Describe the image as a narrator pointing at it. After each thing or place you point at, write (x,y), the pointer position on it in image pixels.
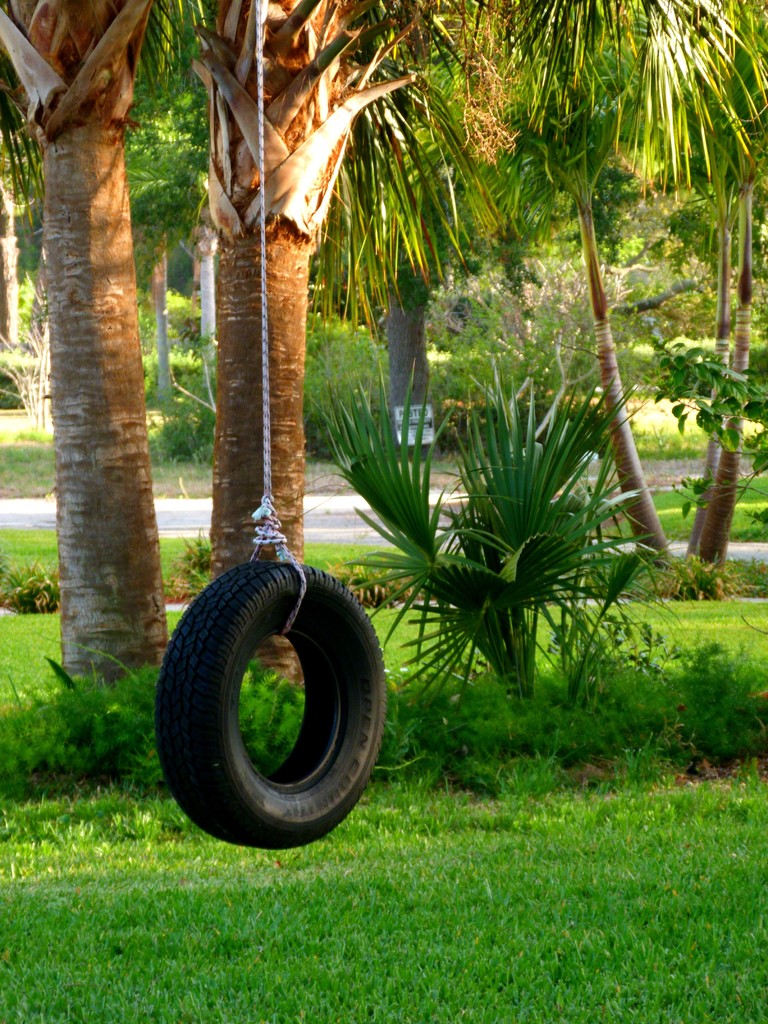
In the image we can see there is a tire (165,663) tied to the rope (287,623) and there is a ground (352,902) covered with grass (447,981). There are plants (585,571) on the ground (352,826) and behind there are trees (424,309).
